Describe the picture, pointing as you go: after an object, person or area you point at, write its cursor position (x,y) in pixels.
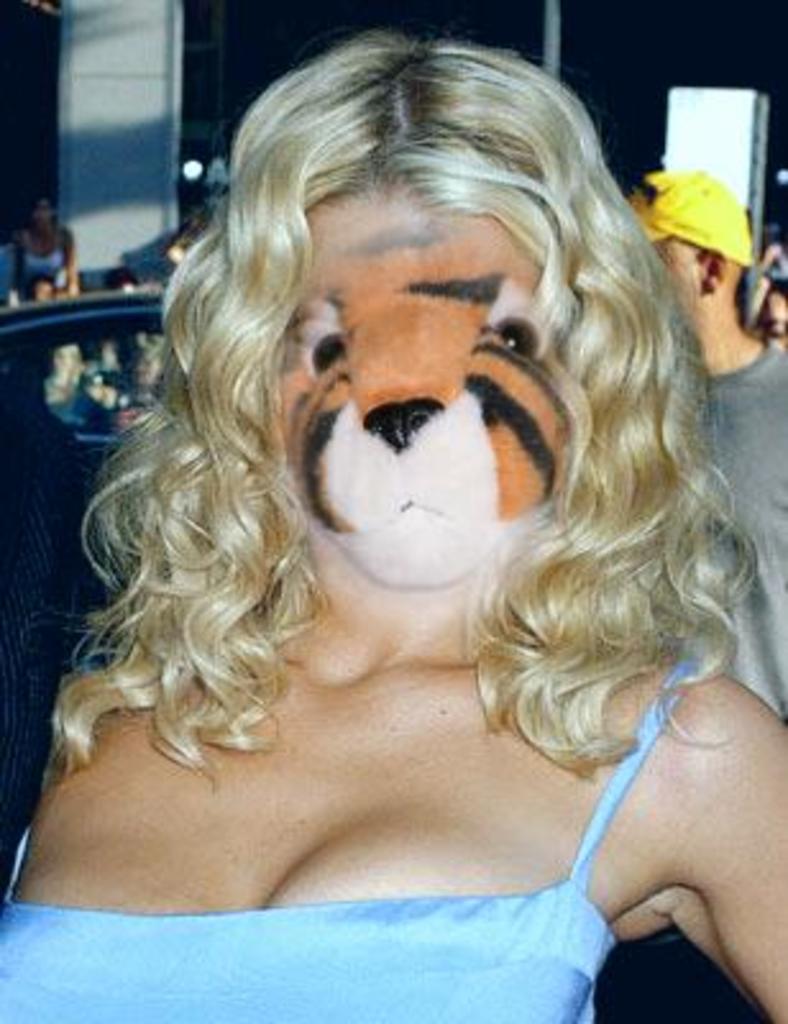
There is a woman (359,784) standing. In the background (765,496) we can see people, vehicle (129,374) and it is dark.
